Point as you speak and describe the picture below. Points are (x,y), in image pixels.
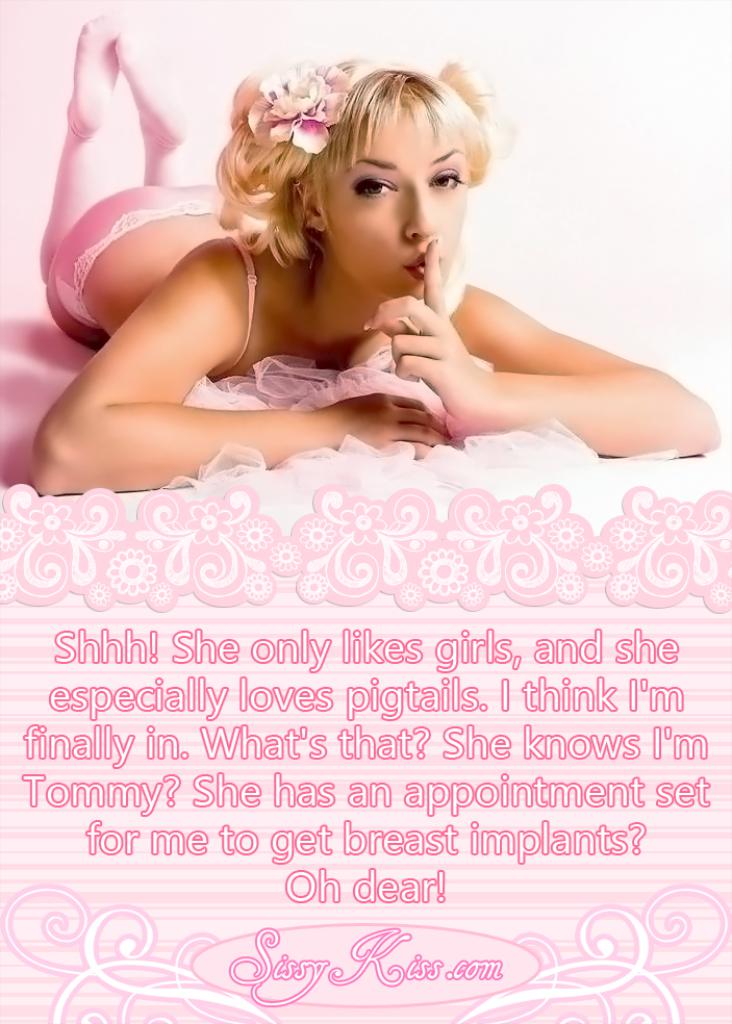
In this image I can see a woman (148,321) is lying on a surface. Here I can see something written on the image.
